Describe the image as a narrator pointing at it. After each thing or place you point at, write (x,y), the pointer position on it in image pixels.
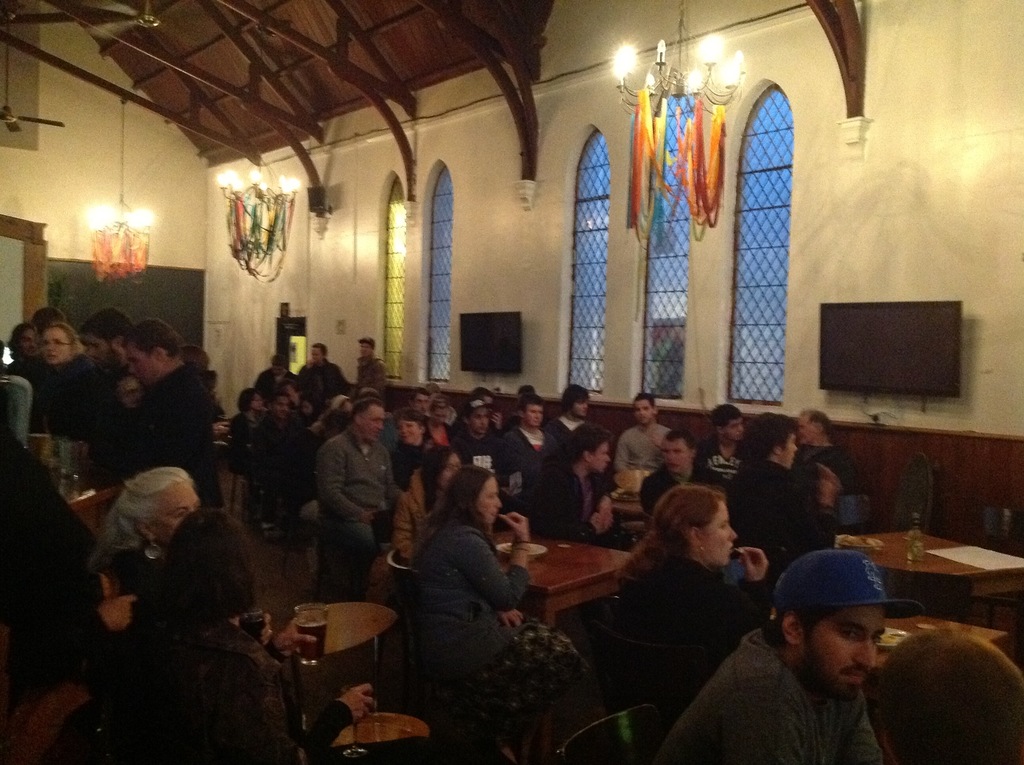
In this image, there are a few people (434,603). We can see some tables (887,553) with objects (908,547). We can see some televisions (827,344). We can see some chairs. We can see the wall (832,217) with some glass windows (688,211). We can also see some lights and banners (695,168). We can see the ground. We can also see the roof (230,79) and some fans (25,115).
